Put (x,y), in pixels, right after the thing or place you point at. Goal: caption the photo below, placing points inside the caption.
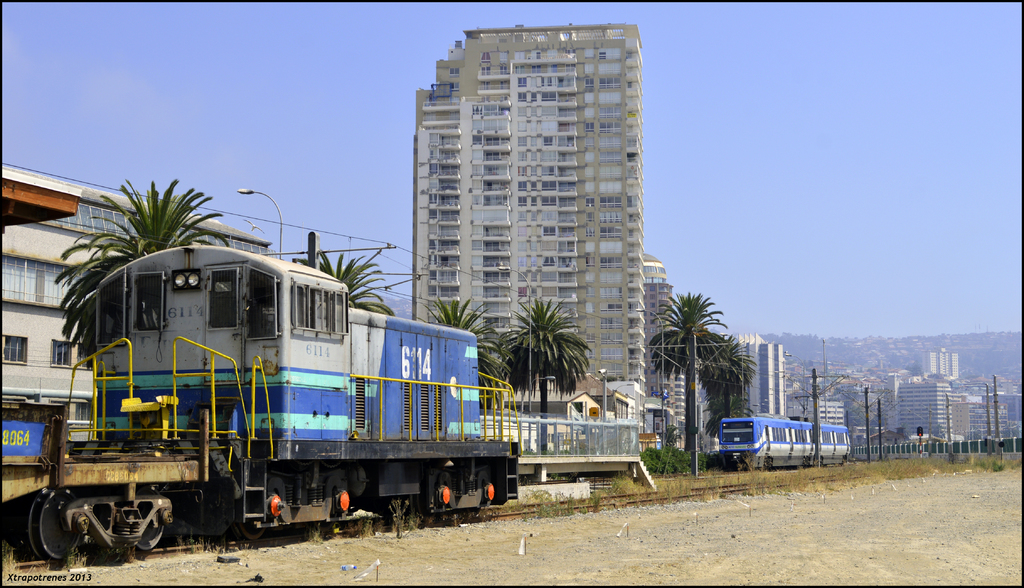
In this picture there are few trains (459,480) on the tracks (602,499) and there are few trees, buildings (586,283) and poles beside it and there are some other buildings (865,368) in the background (881,367).
